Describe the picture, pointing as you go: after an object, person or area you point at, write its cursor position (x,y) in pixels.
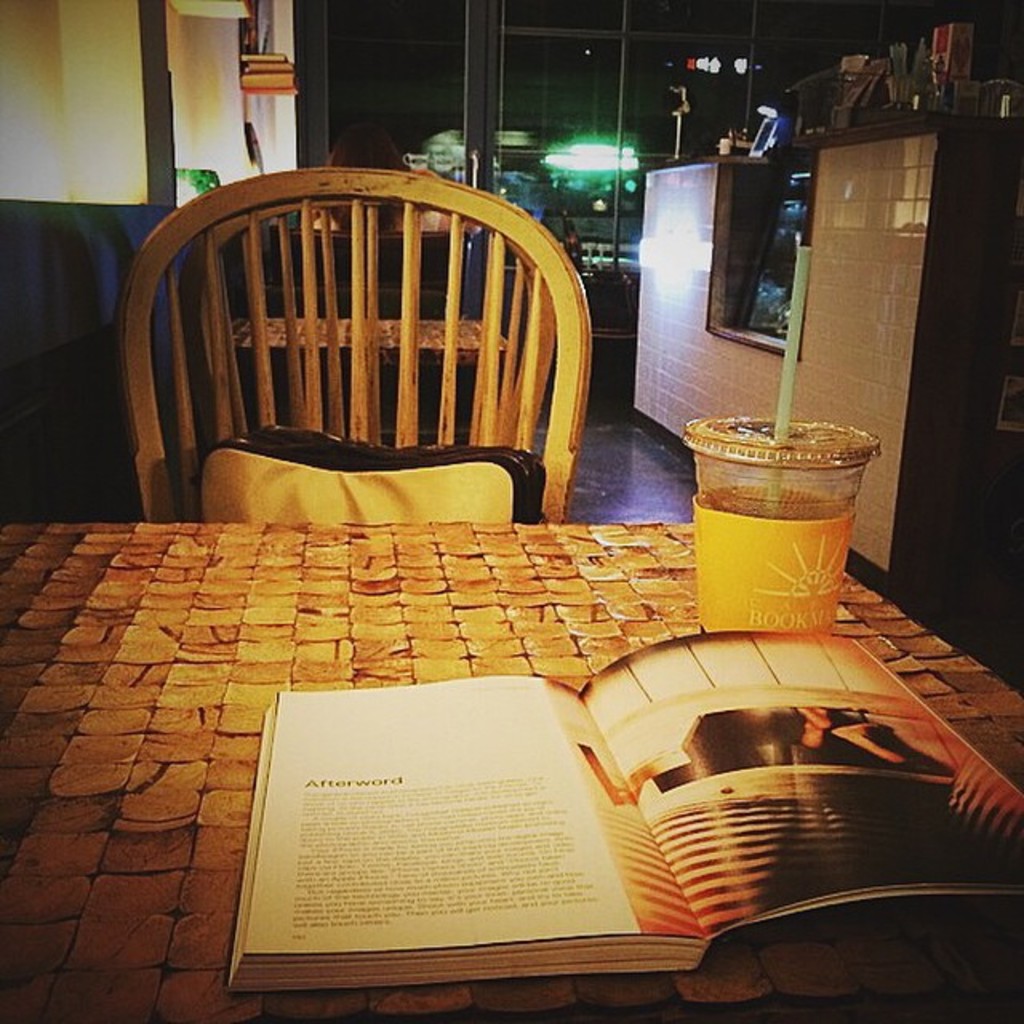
In the picture we can see a table (543,568), a chair (577,302) on the table (529,572) we can see a book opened and a glass of drink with a straw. In the background (943,341) we can see a desk (832,317) and some things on it and just beside it there is a glass window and door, and beside it there is a wall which is white in color with light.
